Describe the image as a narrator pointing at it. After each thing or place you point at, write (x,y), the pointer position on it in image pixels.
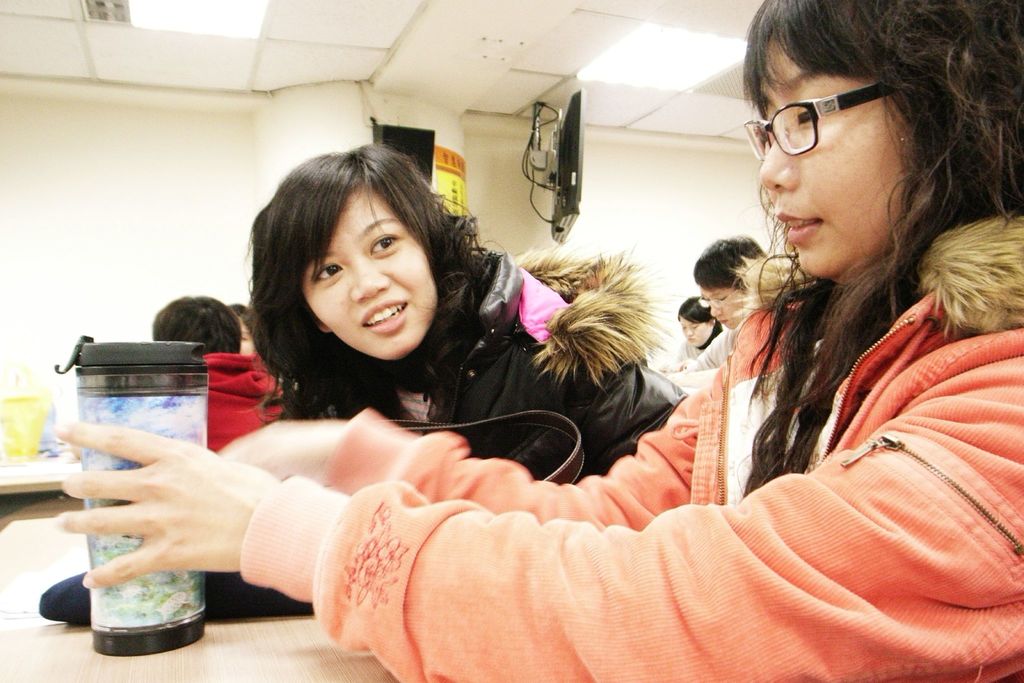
In the image we can see there are people (488,335) sitting, wearing clothes (600,397) and some of them are wearing spectacles (816,113). The right side woman (809,472) is holding bottle (124,501) in her hand (151,556). Here we can see wooden surface (201,661), wall (123,294) and the lights (207,16). Here we can see the device (570,174) and the cable wires (532,184).
